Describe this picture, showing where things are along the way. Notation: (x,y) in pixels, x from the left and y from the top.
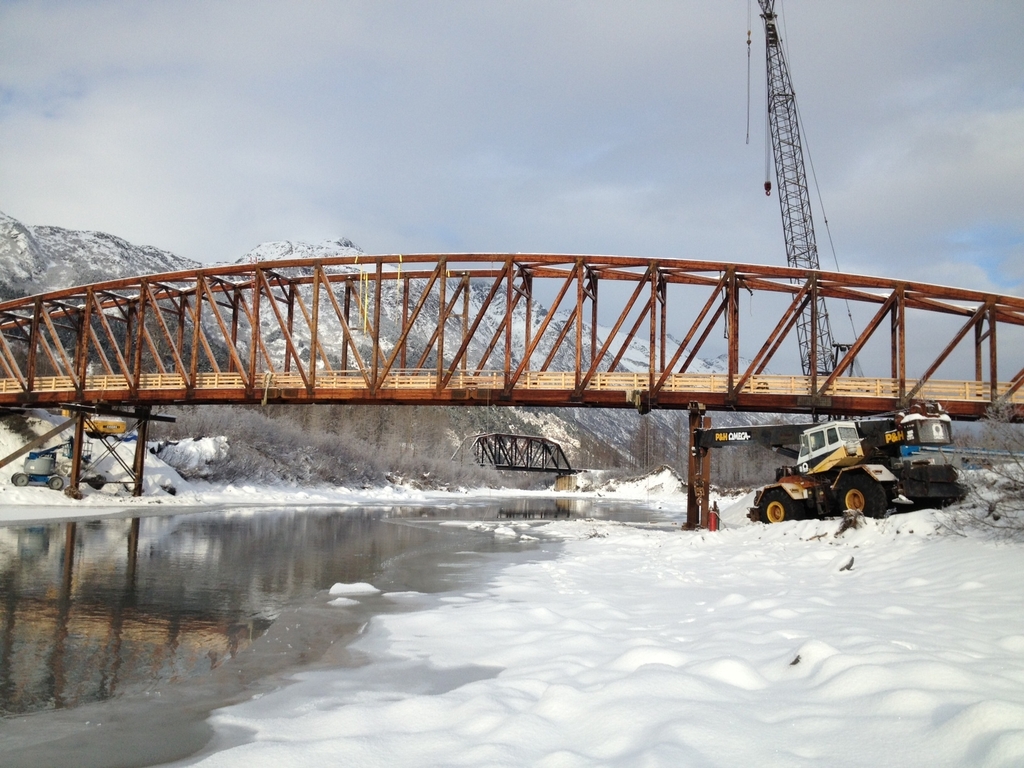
This is an outside view. On the left side (123,616), I can see the water (128,628) on the ground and on the right side (807,685), I can see the snow (576,733). In the background (376,351) there is a bridge (147,379) and a crane (793,220). Along with this I can see few vehicles (793,441) on the snow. In the background (253,418), I can see some trees (384,429) and the hills (106,240). On the top of the image (315,65) I can see the sky (316,72).
